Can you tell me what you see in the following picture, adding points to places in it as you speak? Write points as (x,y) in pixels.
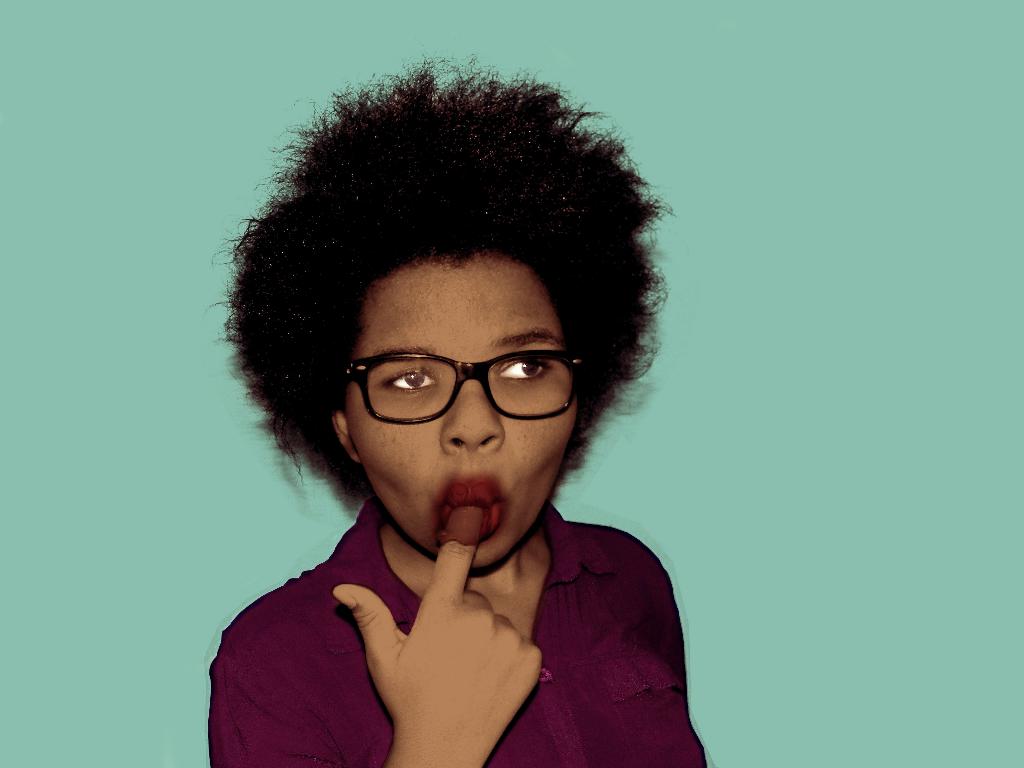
In the center of the image (420,383) we can see a person (406,532) standing. In the background (604,486) there is a wall (155,344).
